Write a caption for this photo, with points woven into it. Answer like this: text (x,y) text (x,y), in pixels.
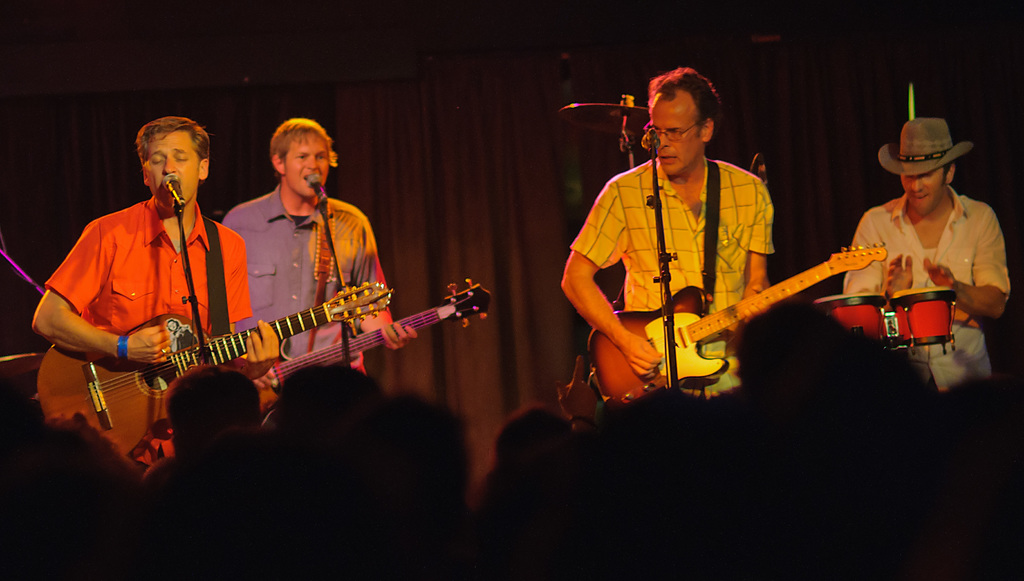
there is a music show going on. there are 4 men (268,315) standing. the people (303,301) in the front (276,329) are playing guitar (211,348). the people (254,238) at the left (303,182) are singing. the person (947,373) at the right corner (921,298) is playing drums (887,327).
